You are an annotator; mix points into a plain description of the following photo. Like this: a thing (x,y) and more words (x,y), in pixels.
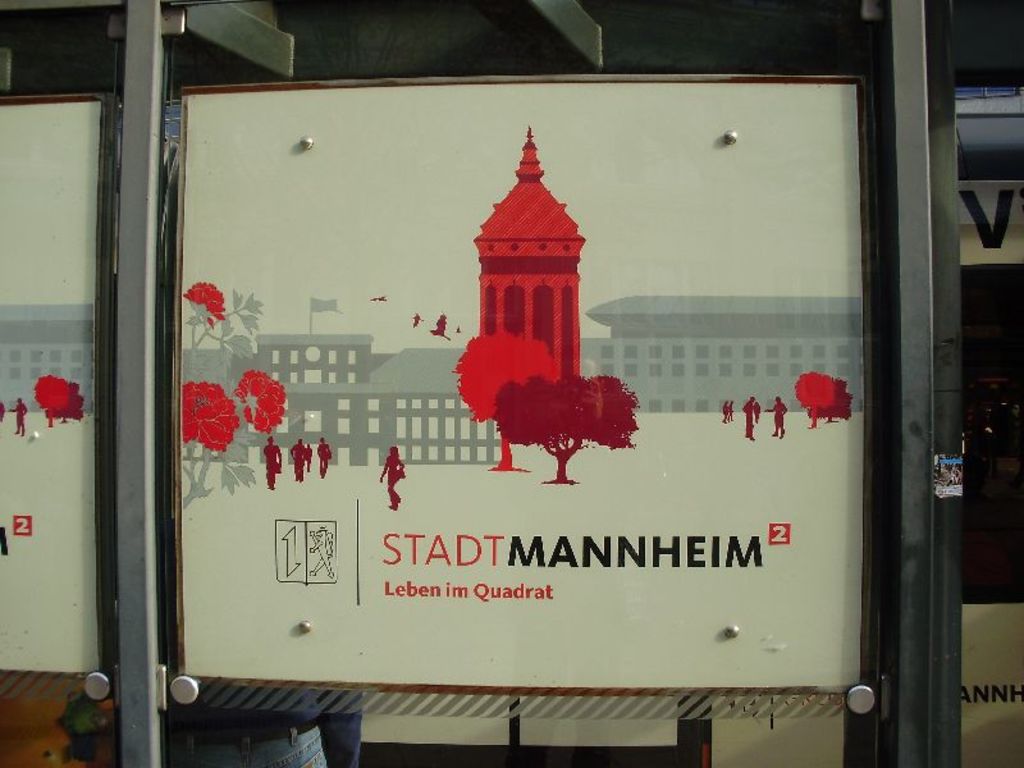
In this picture, we can see the glass door (639,762), poster (567,308) with some text (675,551) and images (437,331) on it, we can see a person (361,717) from the glass door (426,694).
